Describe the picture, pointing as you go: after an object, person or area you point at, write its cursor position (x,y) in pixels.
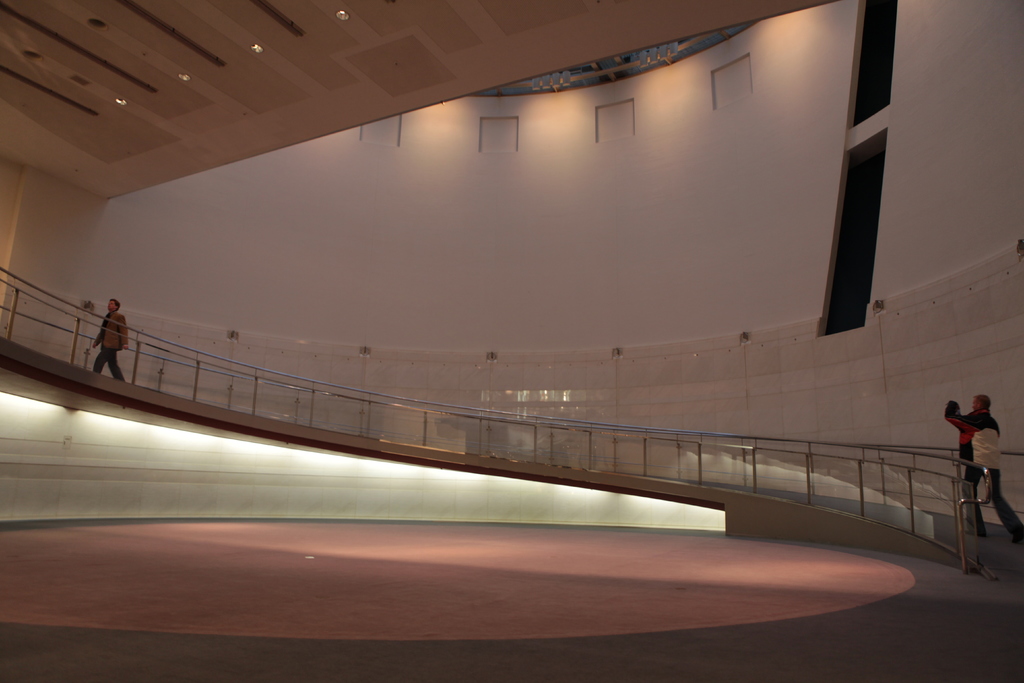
In this image there are two persons (966,431) walking, there is a person (968,447) holding an object (951,410), there is a wall (667,283), there is a roof (100,123), there are lights (124,100).
